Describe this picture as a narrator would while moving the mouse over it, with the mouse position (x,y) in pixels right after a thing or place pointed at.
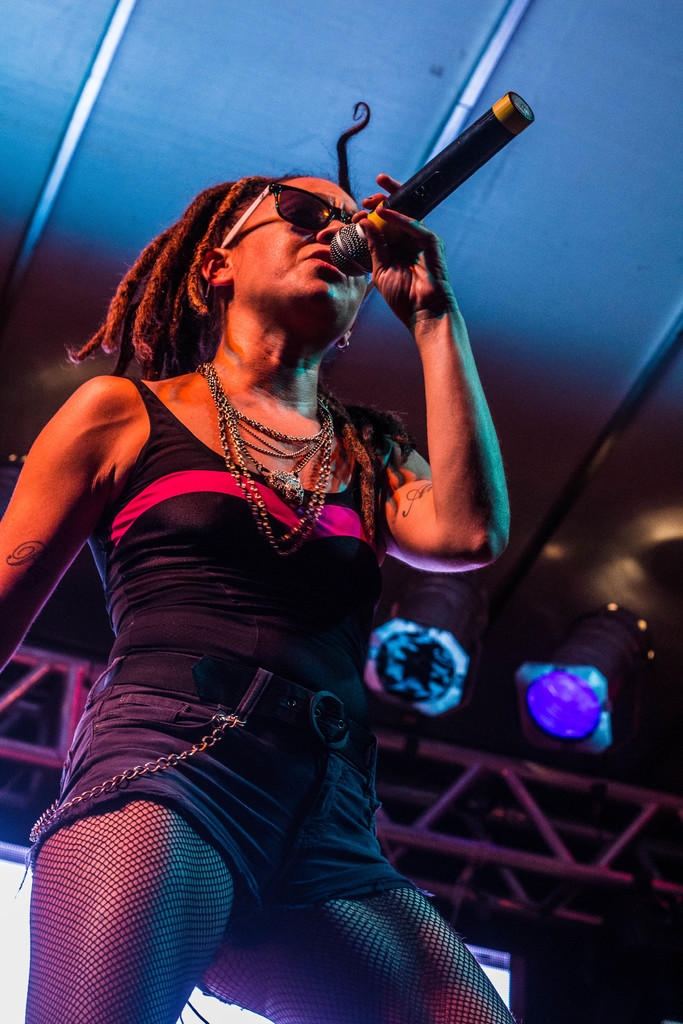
In this image in front (63,530) there is a person (300,416) holding the mike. Behind her there is a screen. On top of the image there are metal rods (601,872) and lights (627,653).
